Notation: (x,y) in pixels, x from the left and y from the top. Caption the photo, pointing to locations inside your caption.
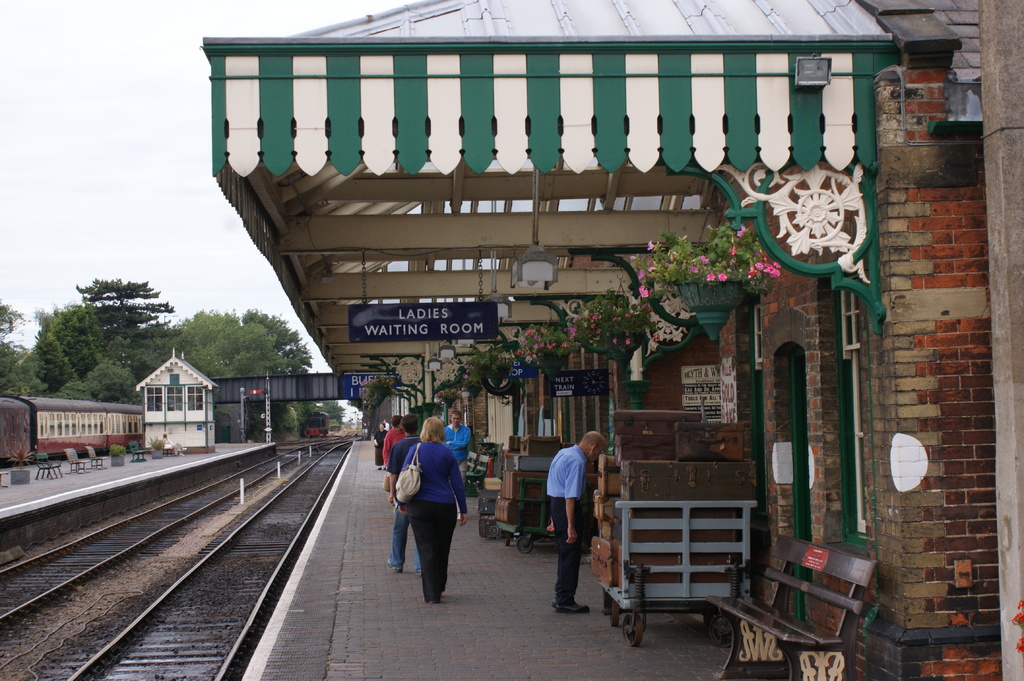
There are benches (787,579), group of people (558,478) and railway tracks (281,566) present at the bottom of this image (108,539). We can see trees (112,380), buildings (531,396) and a train (82,409) in the middle of this image (643,403). We can see a light (814,77) in the top right corner of this image (807,64).
